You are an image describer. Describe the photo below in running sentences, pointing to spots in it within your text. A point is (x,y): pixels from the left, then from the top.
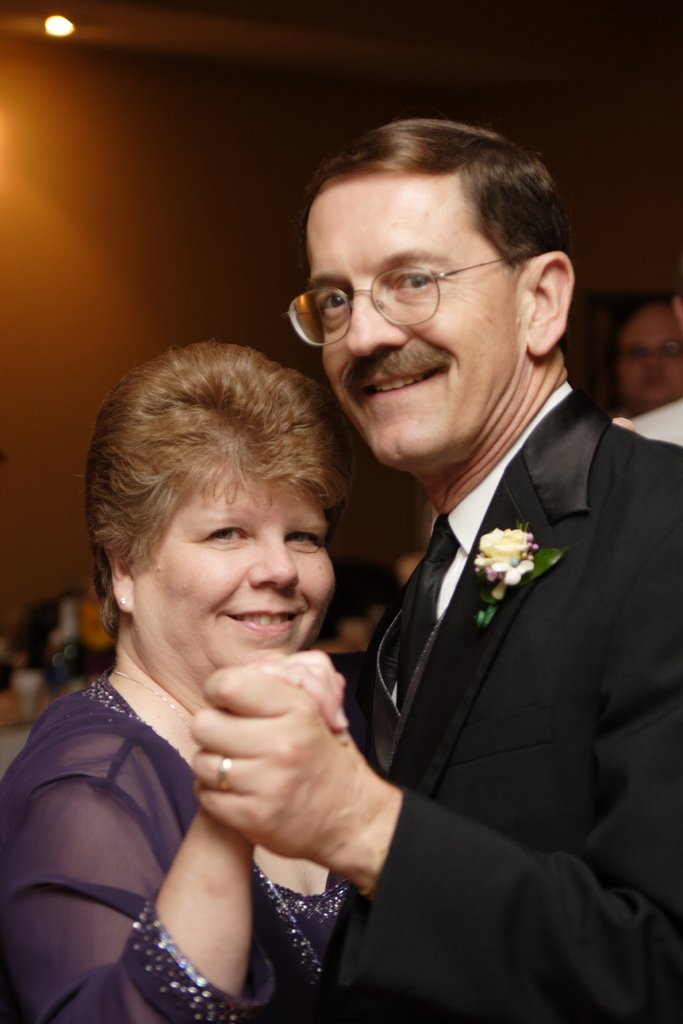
In this image in front (611,619) there are two persons (74,827) wearing a smile on their faces (338,371). Behind them there are few other people (637,371). In the background of the image (236,244) there is a wall (122,185). On top of the image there is a light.
